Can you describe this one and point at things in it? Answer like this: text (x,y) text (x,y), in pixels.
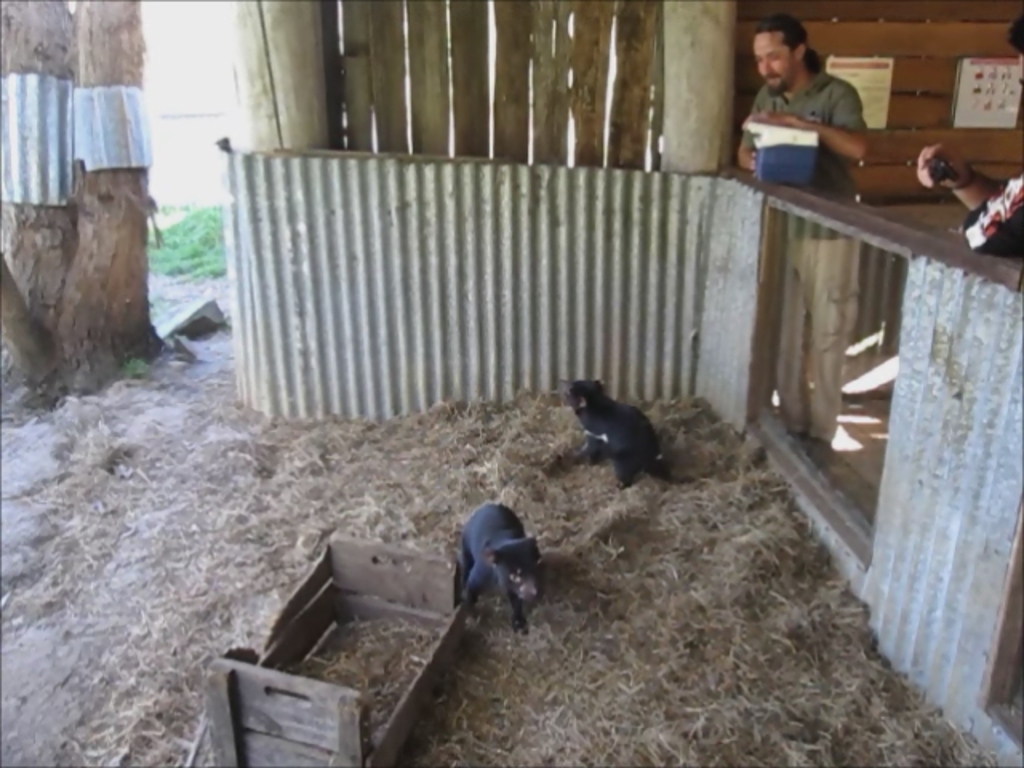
In the center of the image (620,445) we can see two animals (511,581) on the ground (483,655). To the right side of the image (1010,186) we can see two persons (1023,219) standing on the ground (775,522). One person (840,173) holding a container (809,131) in his hand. In the background (871,199), we can see photo frames (865,112) on the wall (914,155), fence (416,267) and a tree (74,244).
